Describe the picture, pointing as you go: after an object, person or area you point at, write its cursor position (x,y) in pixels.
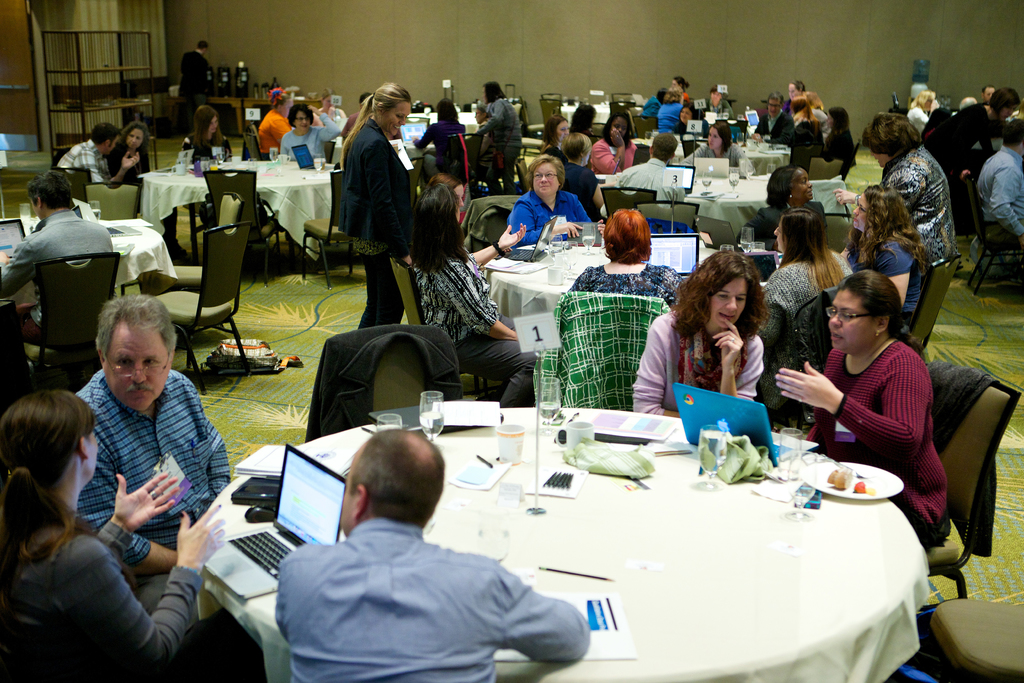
In this picture we can see a group of people (154,414) some are sitting on chair (415,307) and some are standing and in front of them there is table (656,602) and on table (541,584) we can see laptop (273,542), paper (581,601), plate (884,476) with food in it, glass (792,458), cup (516,428), cloth (614,460) and background (425,68) we can see wall (534,49).
